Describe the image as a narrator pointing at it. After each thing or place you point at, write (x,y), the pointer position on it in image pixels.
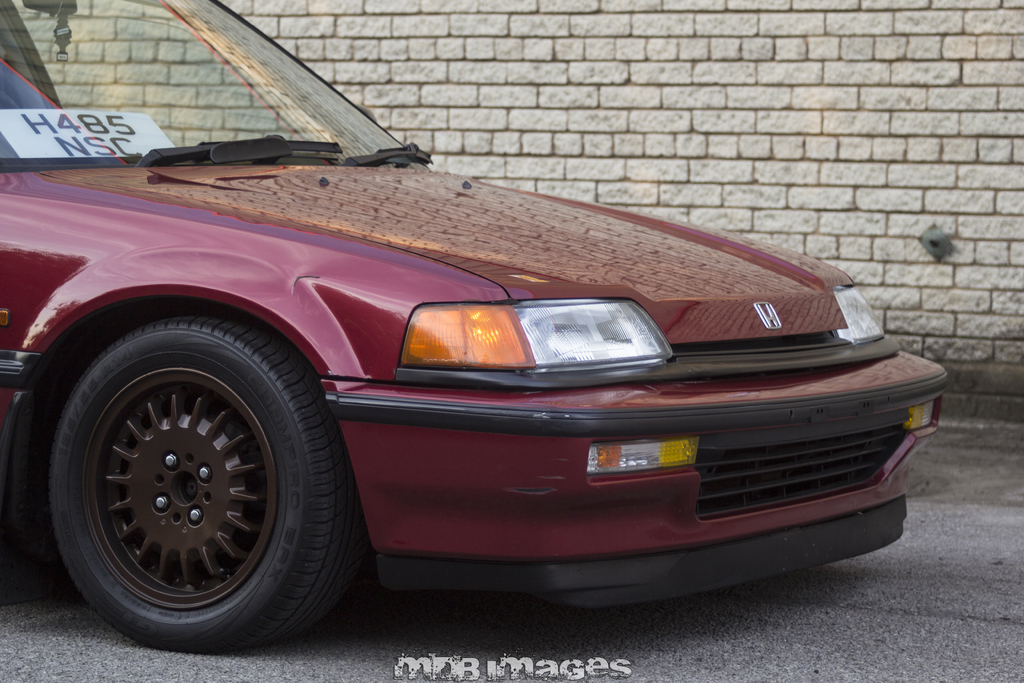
This image is taken outdoors. At the bottom of the image (576,641) there is a road (410,647). In the background (764,134) there is a wall (721,131). On the left side of the image (129,384) a car (154,417) is parked on the road (411,591).
